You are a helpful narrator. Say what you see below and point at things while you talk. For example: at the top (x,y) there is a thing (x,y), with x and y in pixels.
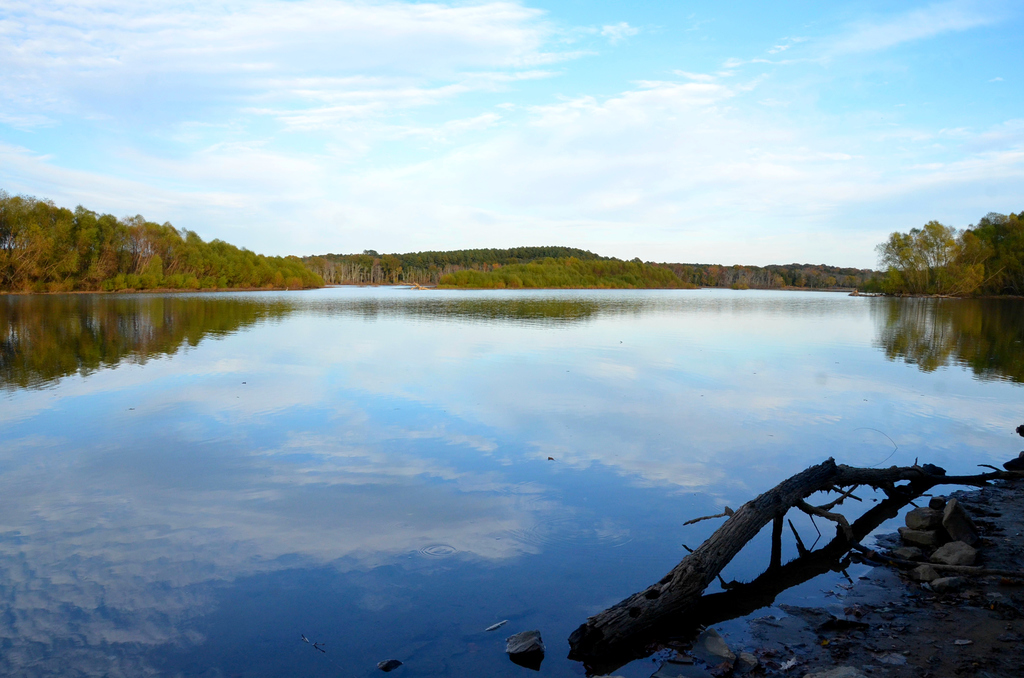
In this image there is the sky (498,88) towards the top of the image (404,112), there are clouds (661,93) in the sky (462,116), there are trees (453,282), there is water (294,523) towards the bottom of the image (415,493), there are stones (946,518), there is a tree trunk (753,525) on the ground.
